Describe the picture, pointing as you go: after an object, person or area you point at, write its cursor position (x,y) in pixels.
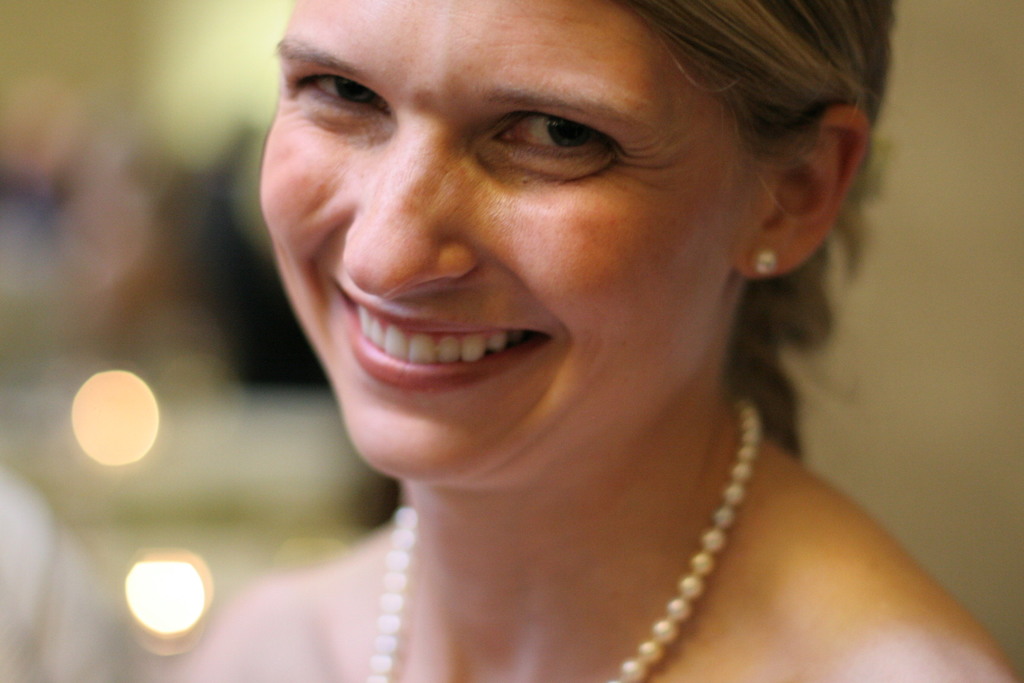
In this image, there is a person (364,249) on the blur background. This person (785,449) is wearing a jewelry (714,538).
